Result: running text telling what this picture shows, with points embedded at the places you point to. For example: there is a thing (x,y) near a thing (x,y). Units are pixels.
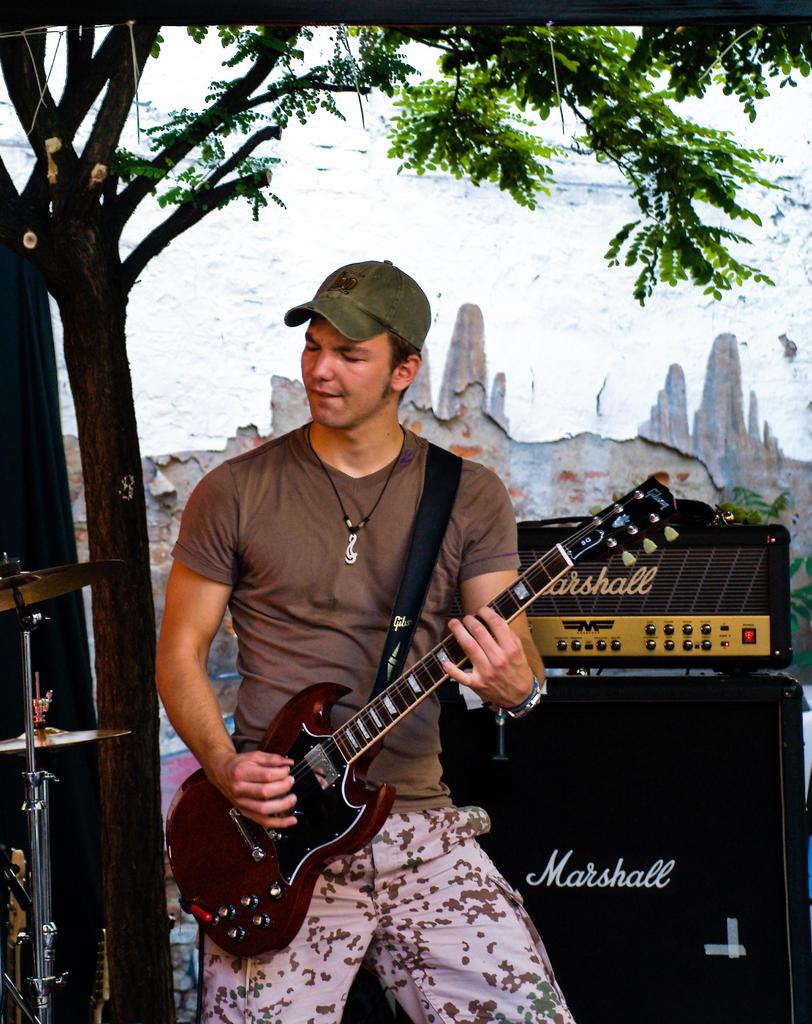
This is the picture of a person (479,982) who is holding the guitar (216,801) and behind him there is a speaker (701,776), tree (151,591) and some buildings (631,399).
